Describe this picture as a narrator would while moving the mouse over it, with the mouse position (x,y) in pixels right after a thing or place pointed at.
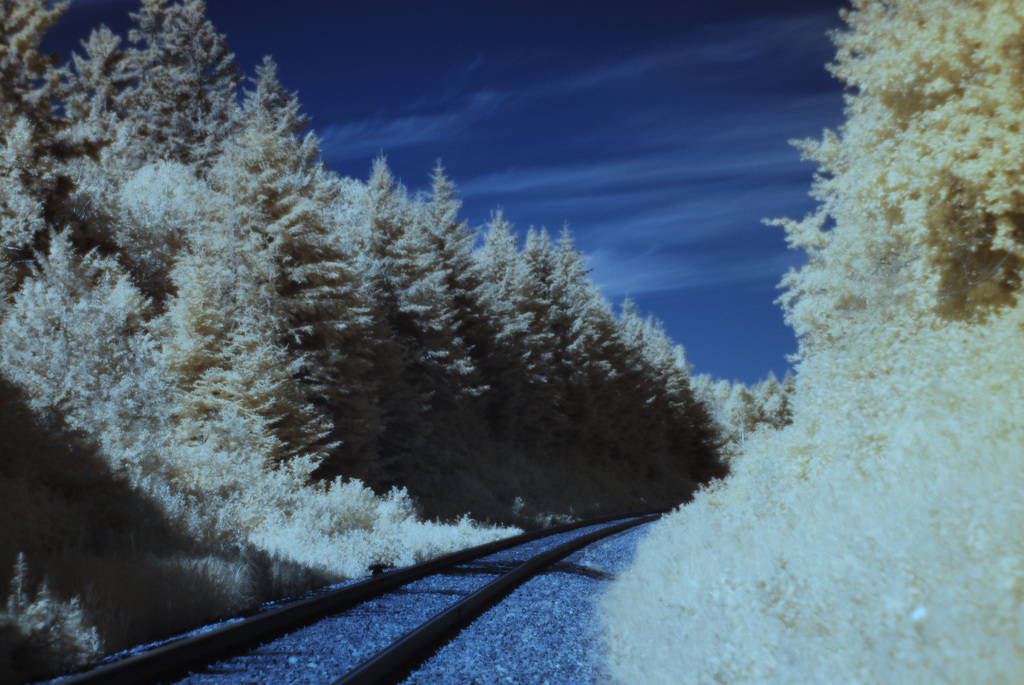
In the image we can see there is a railway track (439,584) on the ground (46,678) and there are trees (544,375). The image is in colour.
